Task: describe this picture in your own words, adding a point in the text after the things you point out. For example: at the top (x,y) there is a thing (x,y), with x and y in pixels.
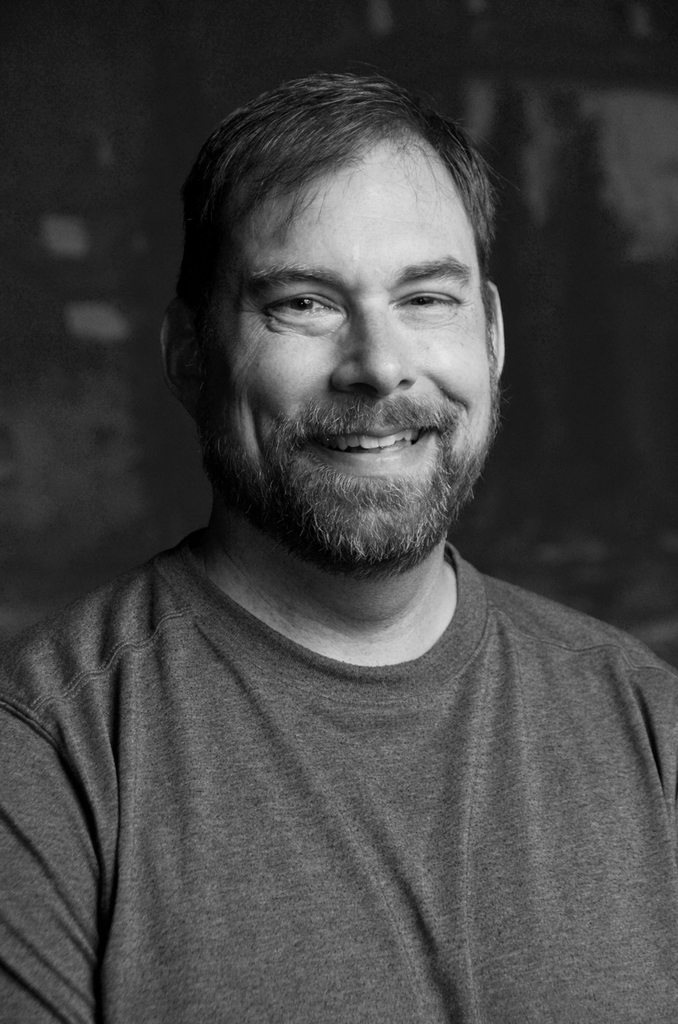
It looks like a black and white picture. We can see a man (252,671) is smiling and behind the man (308,374) there is a blurred background (591,509).
